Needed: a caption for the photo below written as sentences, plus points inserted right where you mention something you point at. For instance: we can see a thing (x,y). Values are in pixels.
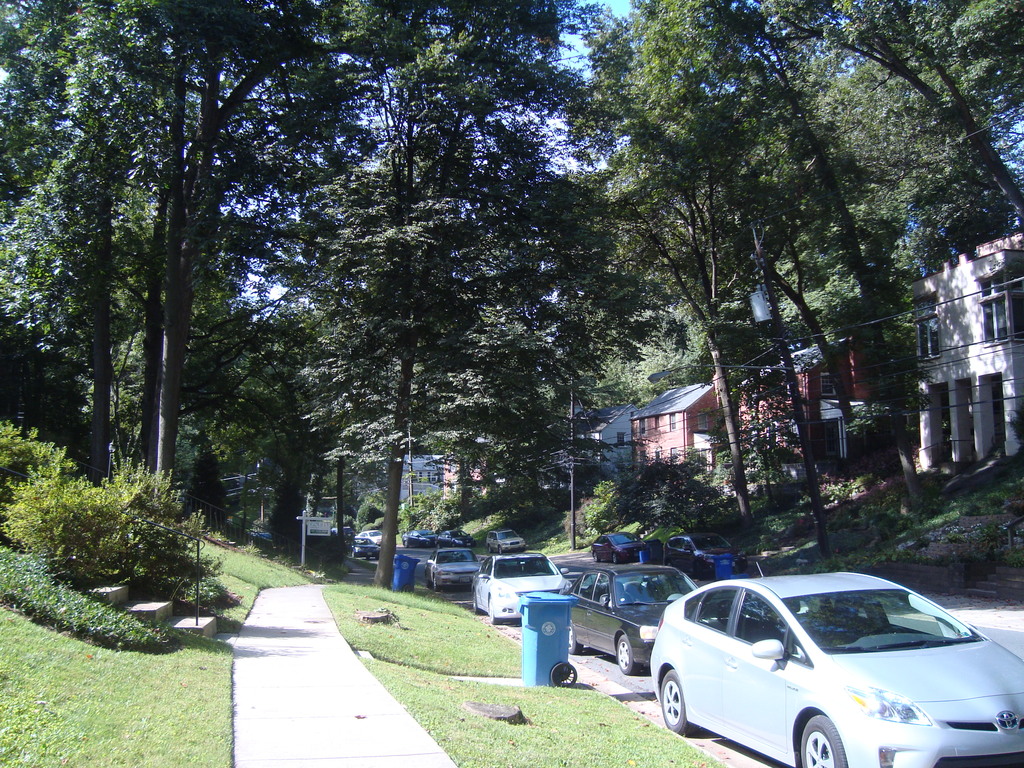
In the image we can see there are many vehicles (772,662) on the road (961,615), the vehicles (763,663) are of different colors. This is grass (590,730), garbage bin (525,620), path (305,683), stairs (171,603), plants (144,542), trees (365,201) and a pale blue sky (573,59). We can even see there are buildings (929,413) and these are the windows (1003,313) of the building (940,344). There are electric poles (795,371) and these are the electrical wires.
